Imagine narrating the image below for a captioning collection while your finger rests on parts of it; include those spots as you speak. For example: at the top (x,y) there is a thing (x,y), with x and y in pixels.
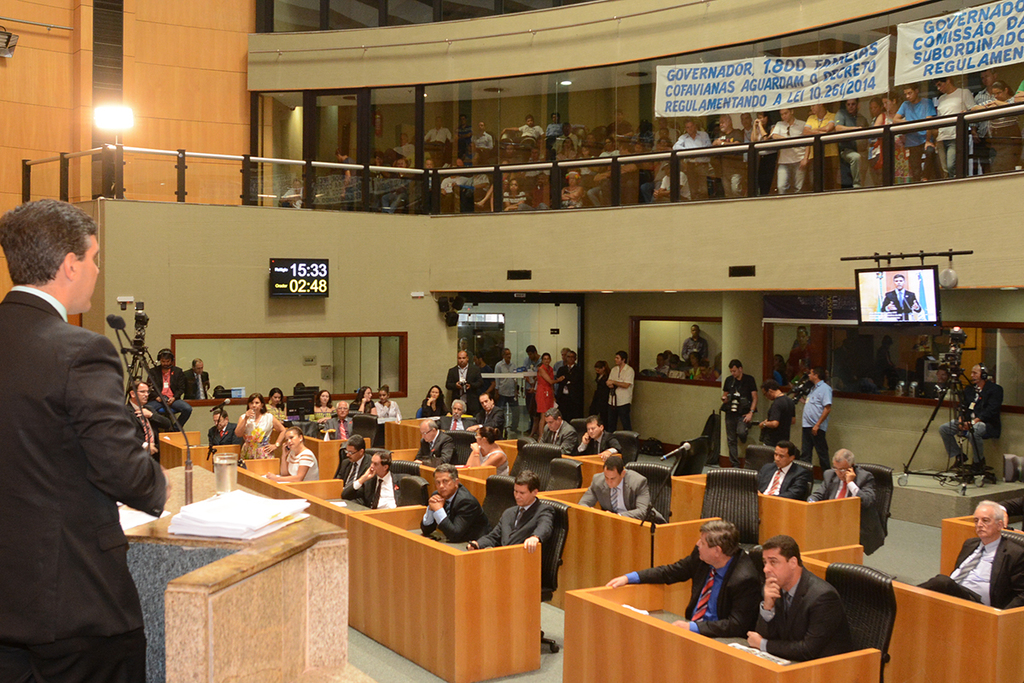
In this image in the center (638,434) there are some people (710,524) who are sitting on chairs (725,519) and there are some desks (636,526), on the left side (97,447) there is one person (73,412) who is standing in front of him there is one mike (191,494) and podium (129,533). On the podium (267,541) there are some papers (243,502) and glass (223,476), and in the background (329,295) there is a wall (585,389) and some people (489,393) are standing and some of them are holding cameras (740,394). On the right side (902,294) there is one television (868,270), on the top of the image (724,145) there are some people (566,143) who are standing and also there are some posters (871,66). On the top of the left side (115,108) there is a light (107,120).
